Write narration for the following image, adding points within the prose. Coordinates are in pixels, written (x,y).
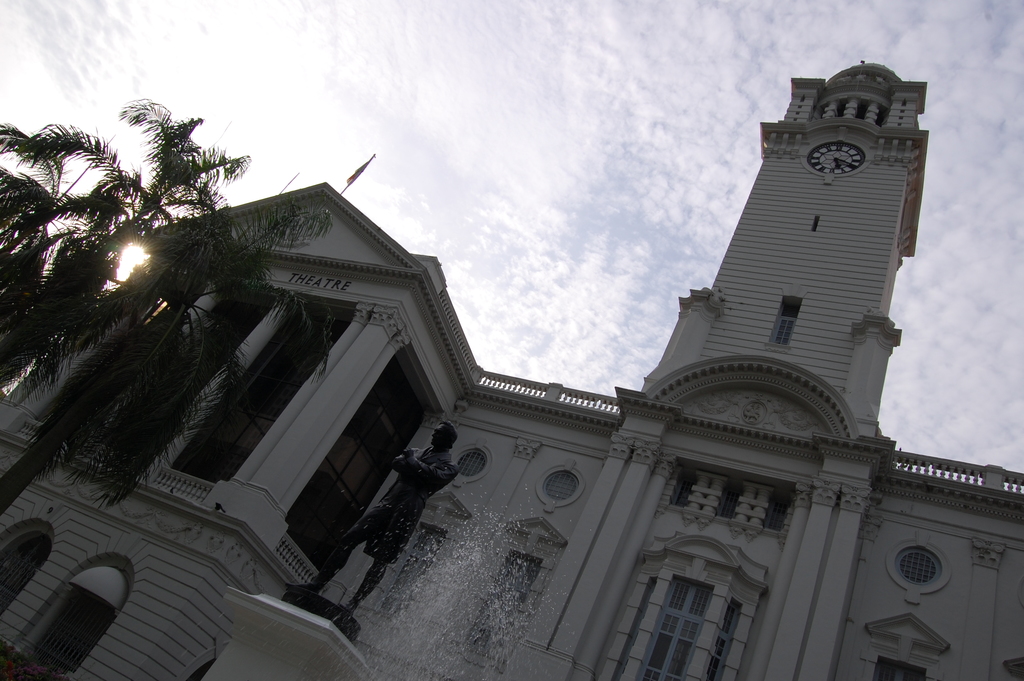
In this picture we can see the view of a building (621,613), a fountain (451,604), a statue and trees (271,302) from the bottom. The sky (626,213) is bright.
